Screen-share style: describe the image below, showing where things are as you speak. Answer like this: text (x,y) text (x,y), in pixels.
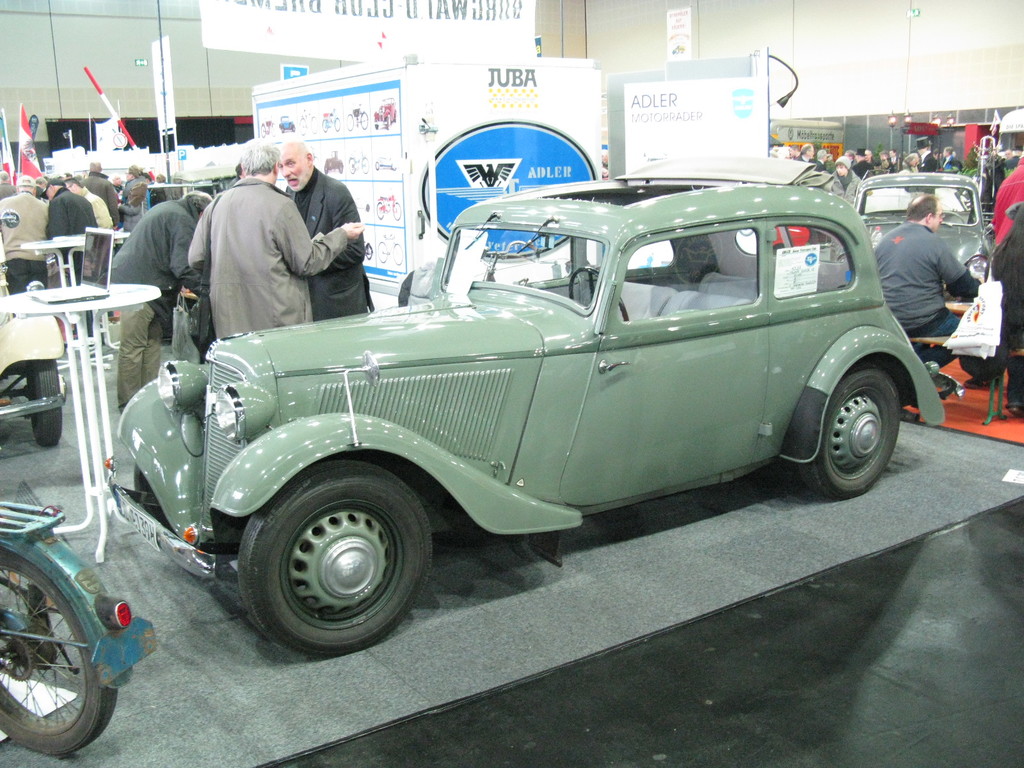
In the middle (511,448) it is a car (536,410) and in the left side (292,248) 2 men (236,201) are standing and talking each other.
